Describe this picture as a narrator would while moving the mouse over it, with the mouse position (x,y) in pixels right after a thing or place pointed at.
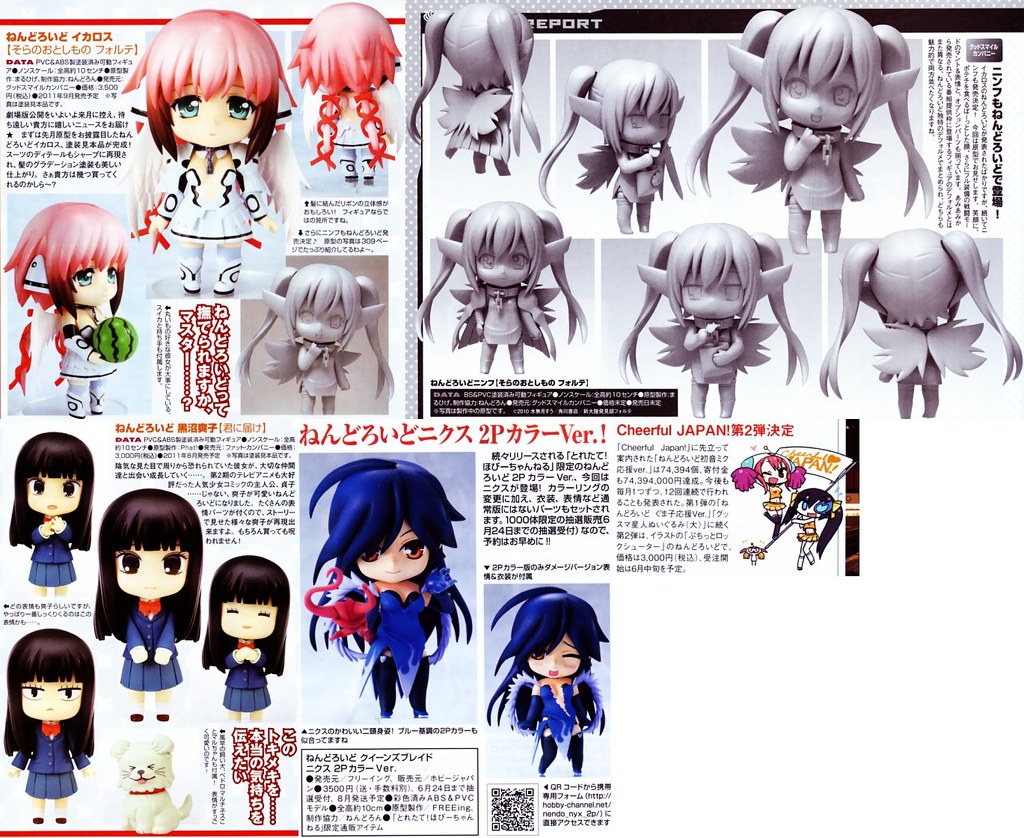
This is a picture of a poster (485,181), where there are paragraphs (99,66) and toys (518,316).
